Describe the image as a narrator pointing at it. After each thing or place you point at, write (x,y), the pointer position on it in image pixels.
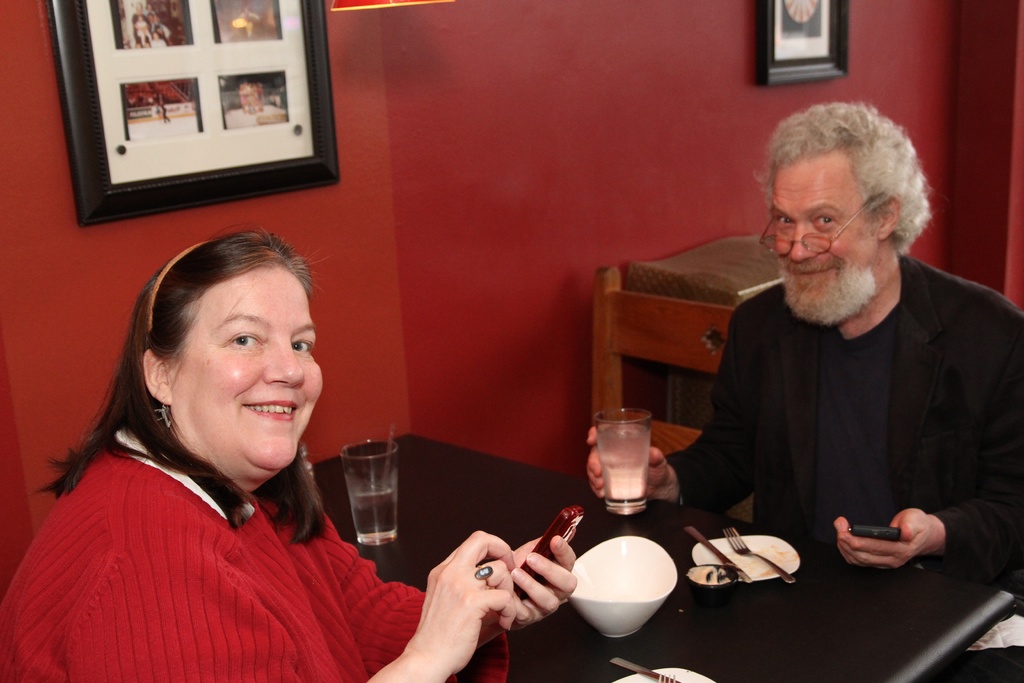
As we can see in the image there is a red color wall (471,137), photo frame (230,41) and two people (309,587) sitting on chairs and there is a table (816,643). On table (664,616) there is a bowl (602,585), plate (774,560), fork (749,552), knife (724,566) and glasses (363,463).
